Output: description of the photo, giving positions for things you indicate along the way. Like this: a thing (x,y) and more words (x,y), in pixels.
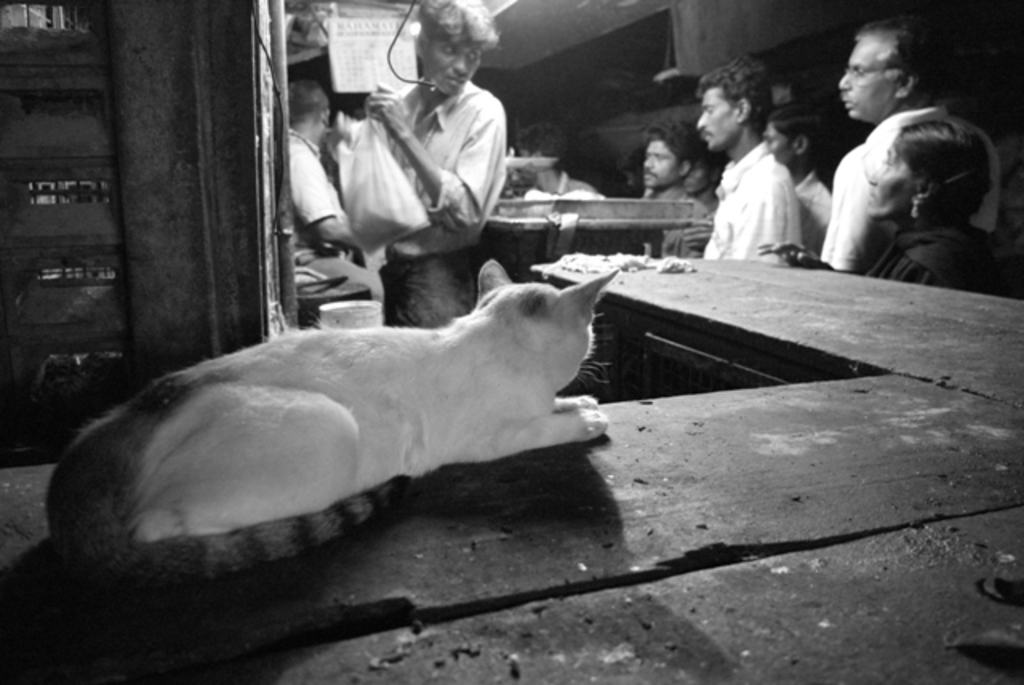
We can see a cat (353,382) sitting on the table (543,531) and we can see people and this man (431,43) holding cover (373,186).
